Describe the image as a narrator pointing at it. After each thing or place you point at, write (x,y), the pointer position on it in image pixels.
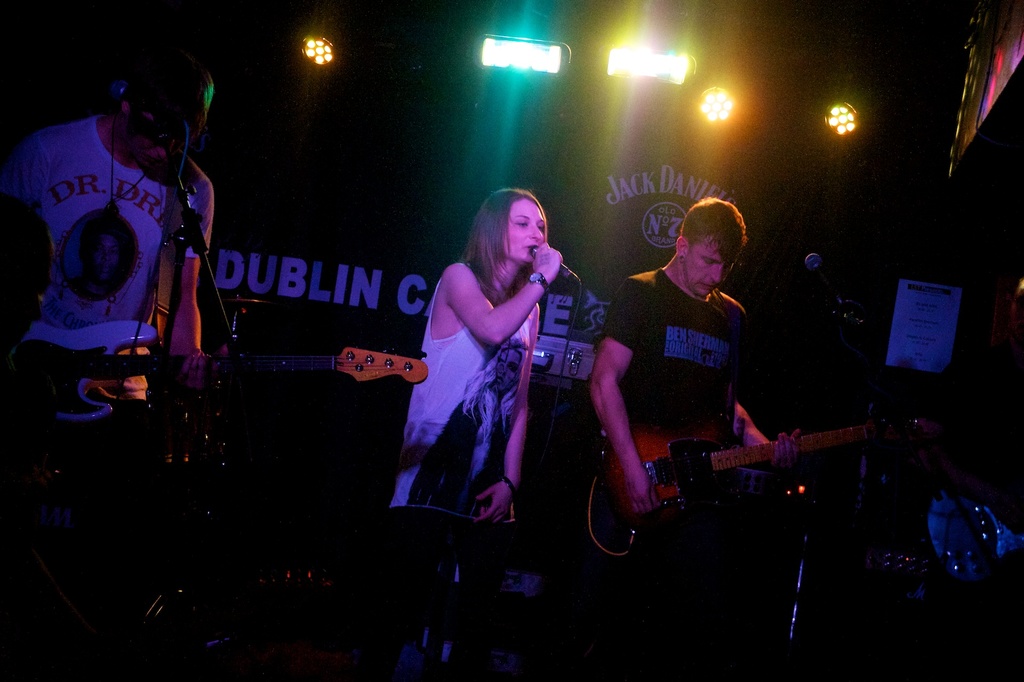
There is a woman (453,280) holding a mic (560,264), singing and standing on a stage (482,641). On the stage (556,607), there are other persons (697,357) playing musical instruments (108,338). In the background (567,285), there is a hoarding (631,158). And the background (486,127) is dark in color.
